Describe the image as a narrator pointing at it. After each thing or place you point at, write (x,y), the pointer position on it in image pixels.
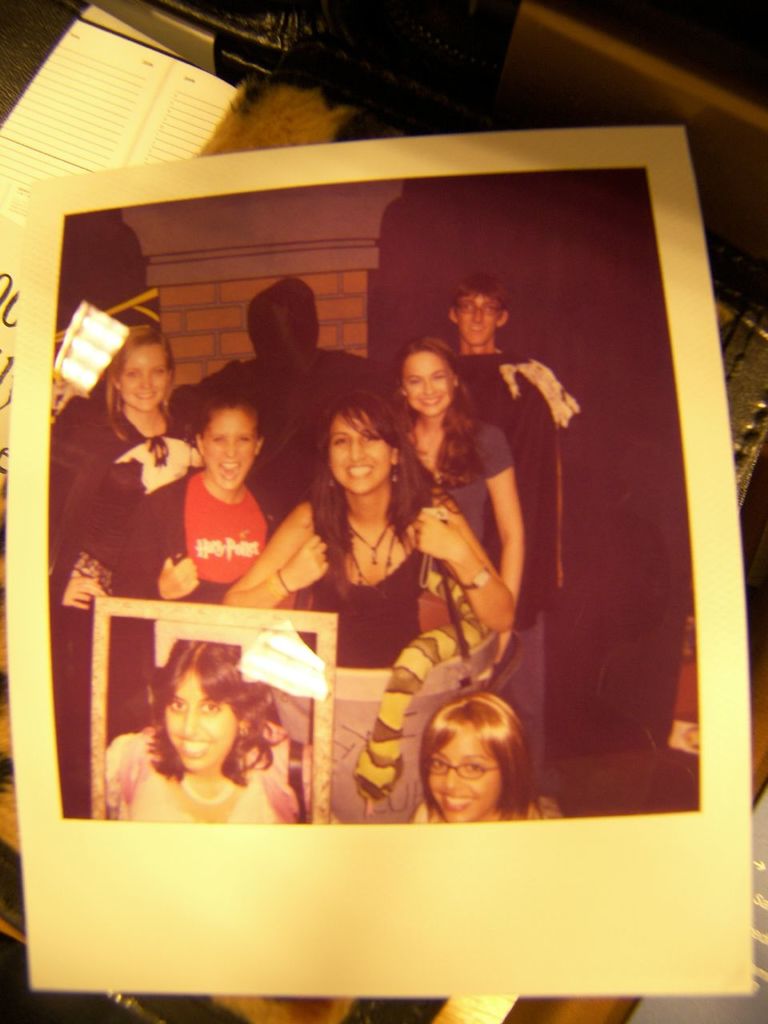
In the picture I can see photo (420,538). In the photo (310,583) I can see people (201,707) and some other objects (368,727). These people (290,526) are smiling. In the background (322,64) I can see some objects (368,67).
